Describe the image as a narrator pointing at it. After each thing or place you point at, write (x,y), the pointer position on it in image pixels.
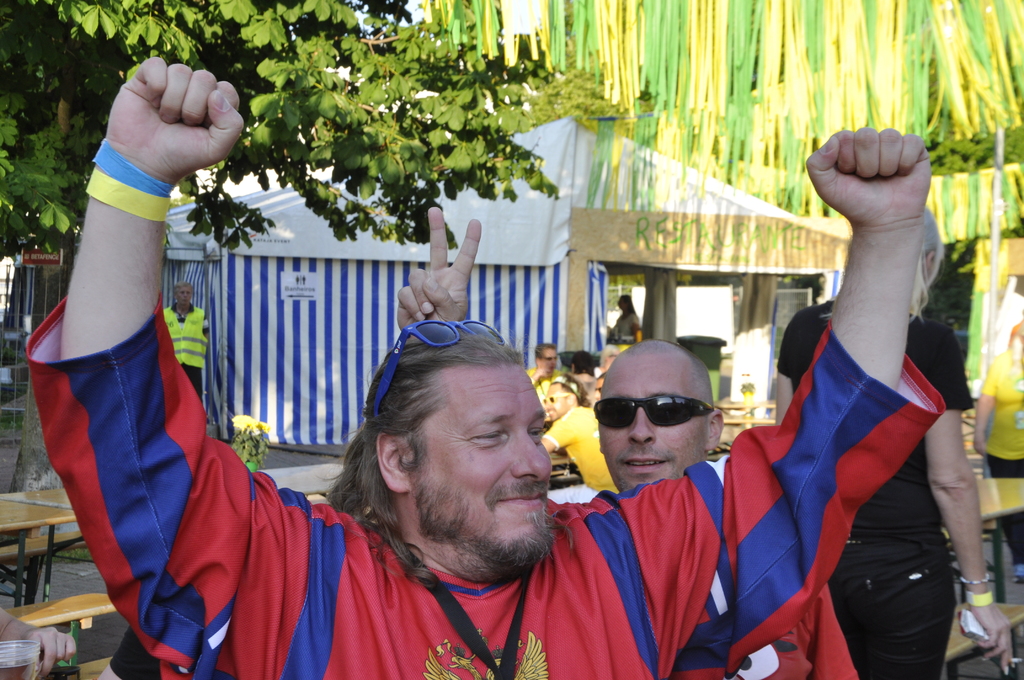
In the center of the image (550,263) we can see a tent (562,240) and group of persons (572,421) are sitting on the table (567,463). On the left side of the image (50,70) we can see a tree (49,91), tables (35,518), glass (28,663) are present. At the bottom of the image (449,570) two persons (587,505) are standing. On the right side of the image (998,166) a pole (991,355) is there. In the middle of the image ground (300,460) is present.
